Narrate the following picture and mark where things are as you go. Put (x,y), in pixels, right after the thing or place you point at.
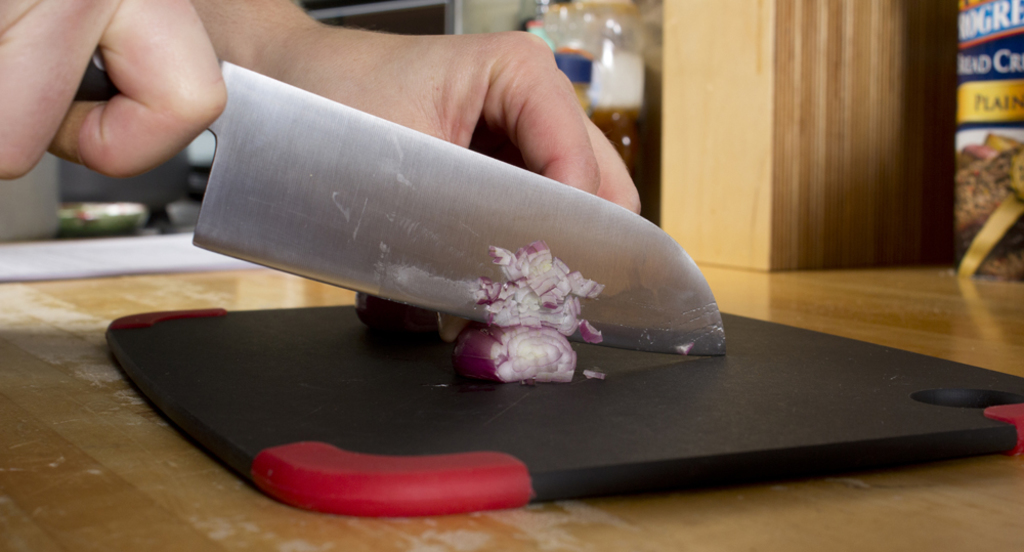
In this picture we can see a human hand (473,115) cutting an onion (536,331) with the knife (598,273) on the knife pad (722,405). This is the table (84,433).
